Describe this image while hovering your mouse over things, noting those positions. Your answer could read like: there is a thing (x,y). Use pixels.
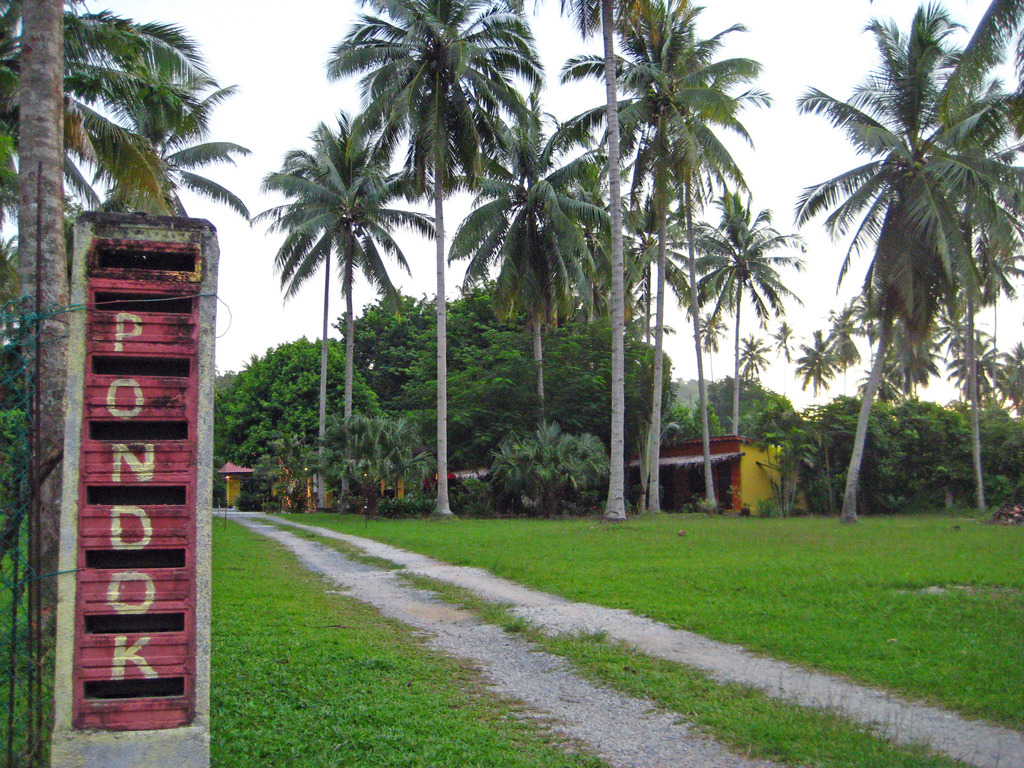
There is a grassy land (494,720) at the bottom of this image (409,724). There is a house (694,479) on the right side of this image (701,477). There are some trees (658,456) in the background (635,420). There is a board (111,484) with text (141,529) on the left side of this image (141,483). There is a sky (295,112) at the top of this image (799,114).
